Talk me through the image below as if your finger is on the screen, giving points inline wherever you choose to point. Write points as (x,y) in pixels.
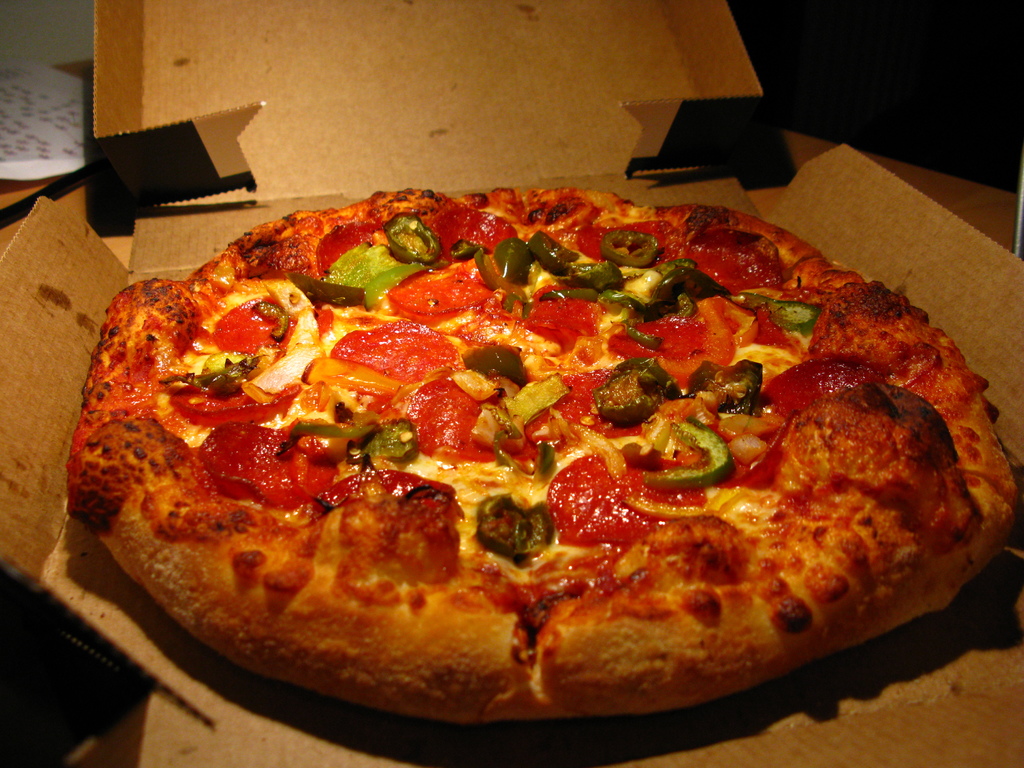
In this image I can see the pizza (530,570) on the cardboard box (347,162). The pizza (442,353) is colorful. To the left (70,160) I can see the white paper (42,119). It is on the brown color surface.
